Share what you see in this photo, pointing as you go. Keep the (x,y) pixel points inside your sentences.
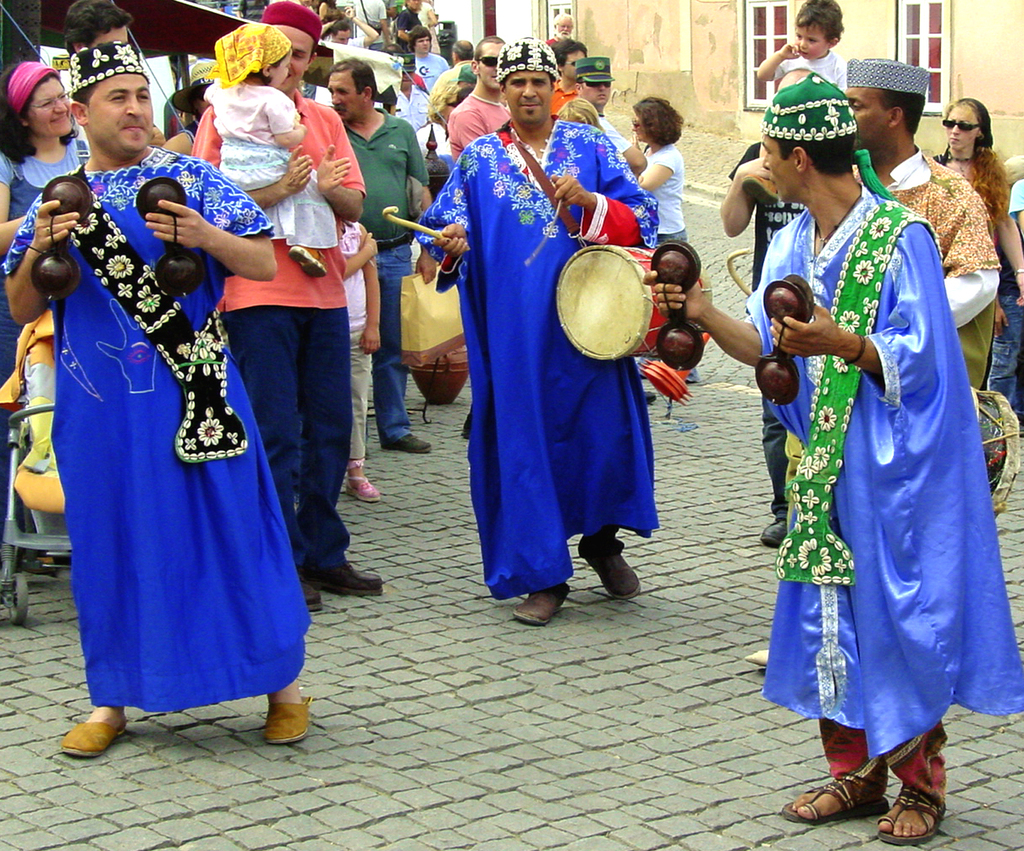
In this image there are group of people (501,409) standing on the road (498,656). The persons (543,476) with blue dress (605,374) are playing musical instrument (604,307). At the back (691,62) there is a building (668,32) and the left there is a person (13,338) holding a baby trolley (39,458).
